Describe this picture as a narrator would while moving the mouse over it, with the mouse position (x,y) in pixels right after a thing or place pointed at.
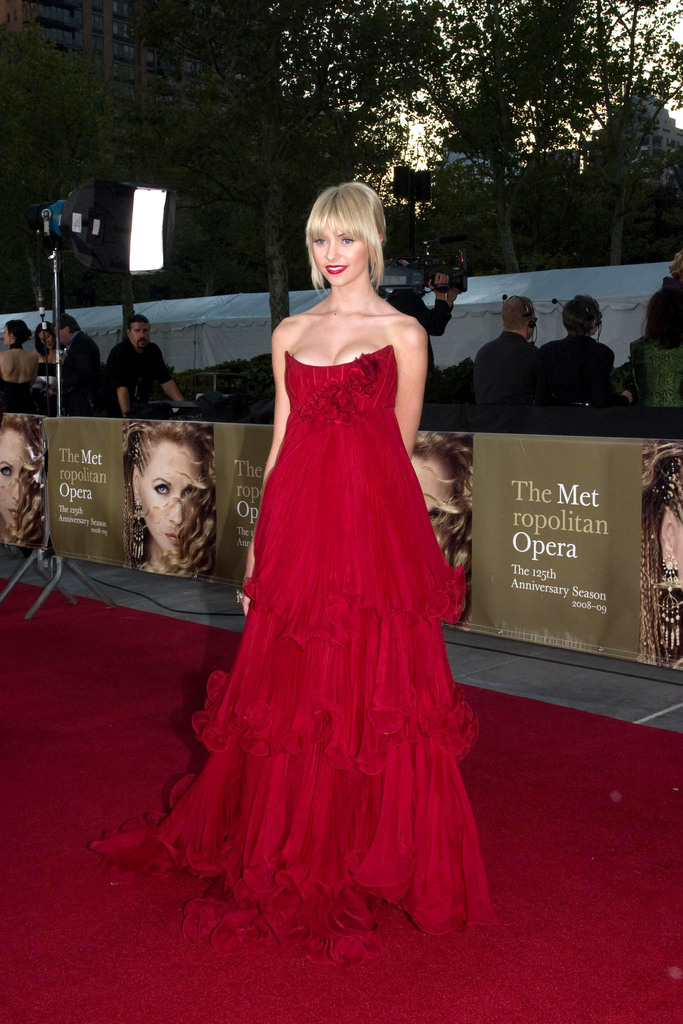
In the picture we can see a woman (415,322) standing in the red dress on the red carpet (107,753) and behind her we can see wall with banners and behind it we can see some people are standing and one man (417,310) is holding a camera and in the background (241,283) we can see trees (219,271) and a part of the sky (425,167) from it.
